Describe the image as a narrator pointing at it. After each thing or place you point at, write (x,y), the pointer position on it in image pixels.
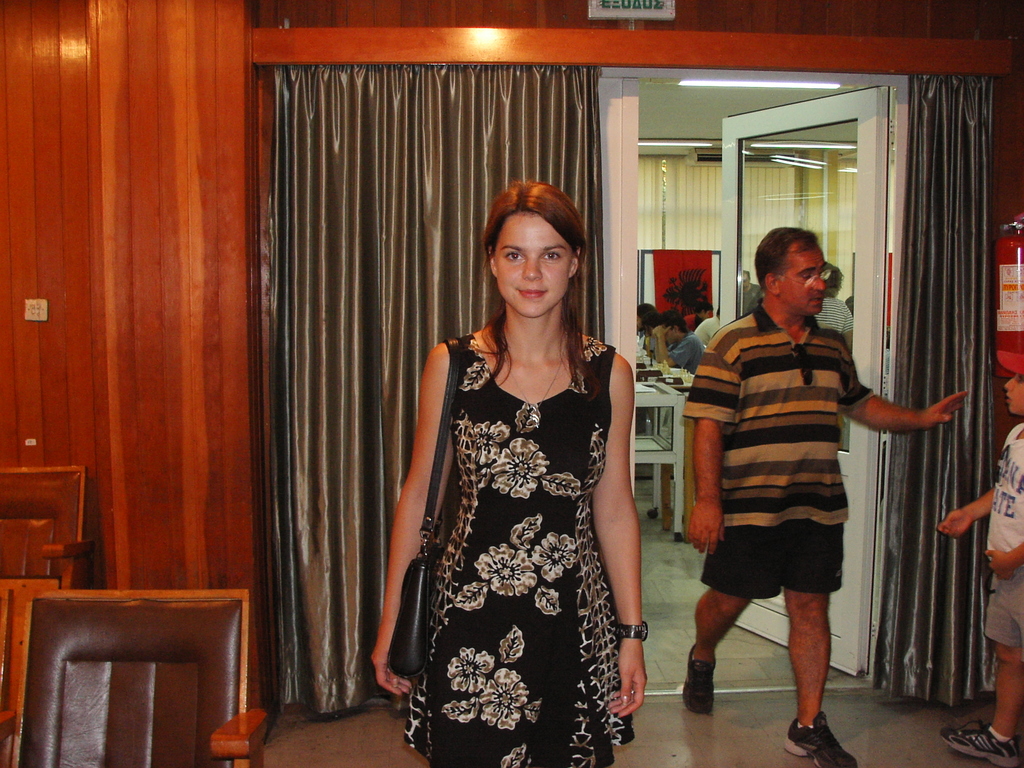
In this image in the foreground (531,470) there is one woman (527,406) who is standing, and in the background (786,513) there is one man (775,546) who is walking. On the right side (999,593) there is one boy (998,636) and in the background (691,355) there are some people (691,355) who are sitting, and also there are some tables (644,435). On the left side (190,245) there is a wooden wall (221,76) and in the center (377,412) there is a glass door (748,217) and some curtains (919,260), at the bottom (74,615) there are some chairs (95,640) and a floor (724,708).
